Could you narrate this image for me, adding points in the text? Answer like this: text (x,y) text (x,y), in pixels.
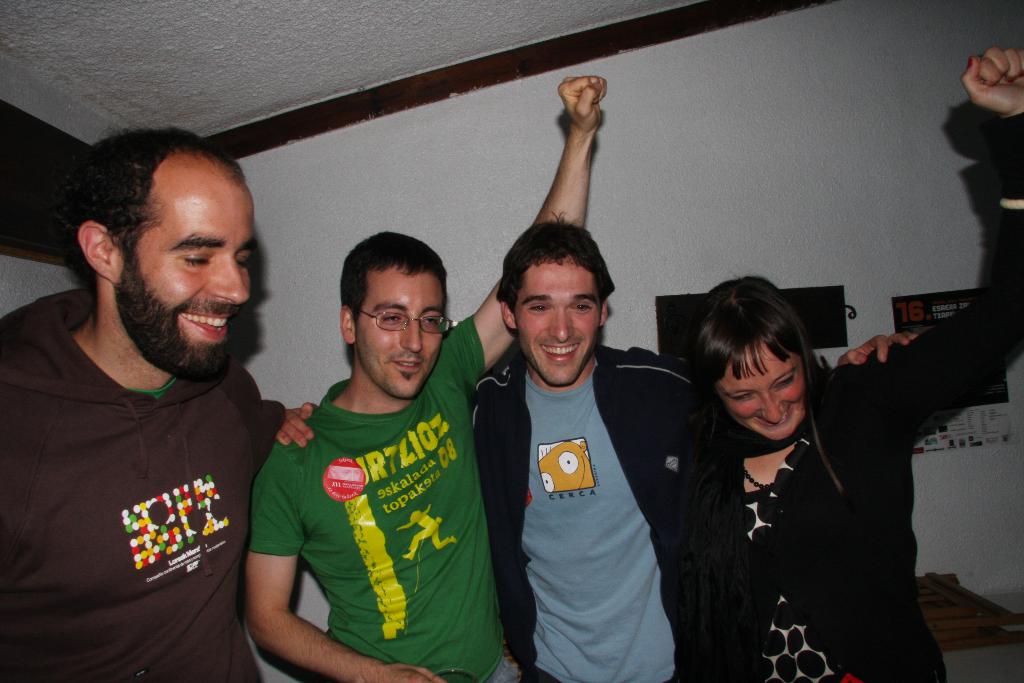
In this image there is a group (489,527) of four persons (598,507) who are standing in the middle (427,409). The man (418,476) in the middle (427,409) is raising his hand (595,135). On the right side (824,478) there is a woman (846,445). In the background (817,159) there is a wall (836,238) to which there are labels (915,307). At the bottom (961,624) there is a wooden chair (963,616) on the floor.
